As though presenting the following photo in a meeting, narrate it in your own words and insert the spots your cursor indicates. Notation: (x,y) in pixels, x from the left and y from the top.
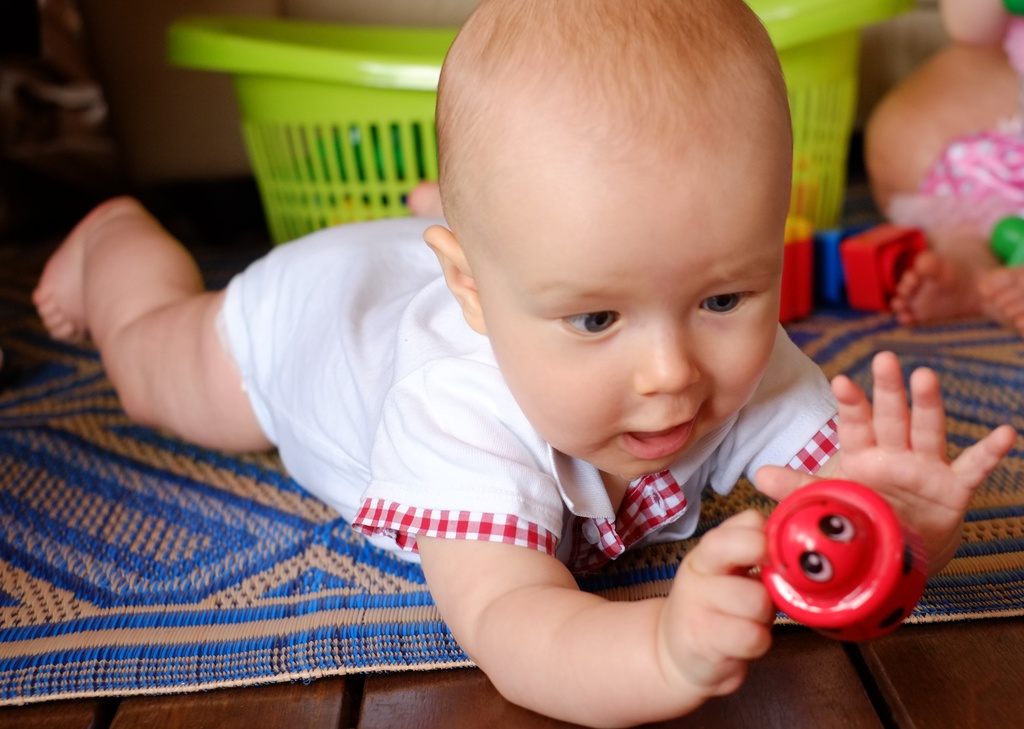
In the middle of the image (526,361) we can see a baby (457,398) is lying, and the baby (610,516) is playing with a toy (792,580), behind the baby (723,557) we can find a basket (335,35) and few toys (858,248).
